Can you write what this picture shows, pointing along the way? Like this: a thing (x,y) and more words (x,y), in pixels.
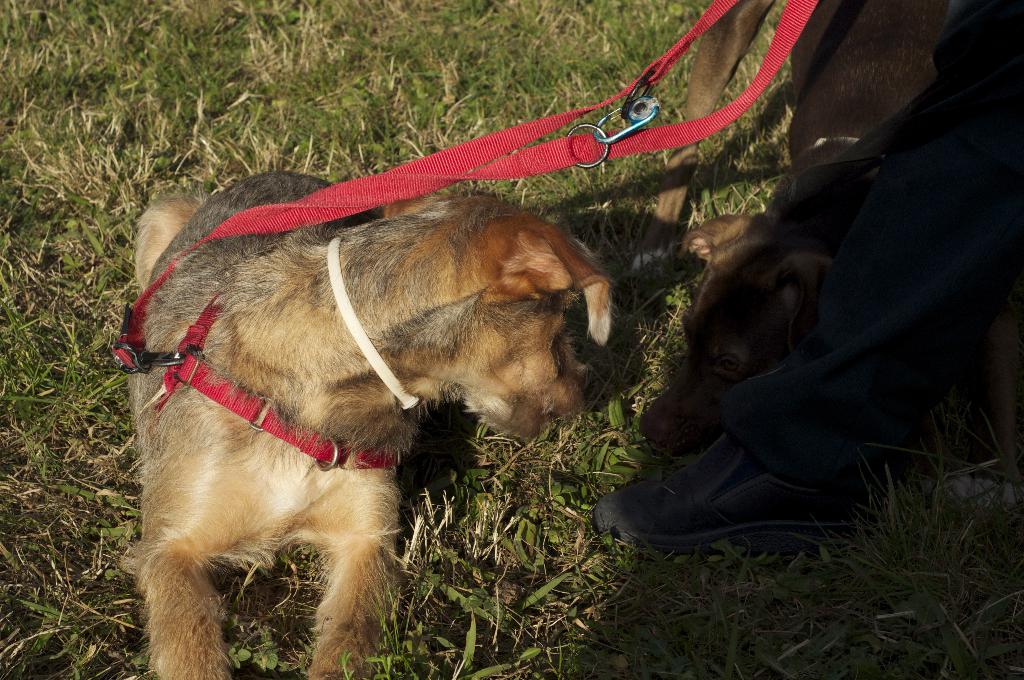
In this picture, we see two dogs (198,428). We see the leash (461,176) of the dog (485,205) in red color. On the right side (956,153), we see the leg (898,323) of the person (827,389) who is wearing the black shoes (656,510). In the background (6,292), we see the grass (381,143).
